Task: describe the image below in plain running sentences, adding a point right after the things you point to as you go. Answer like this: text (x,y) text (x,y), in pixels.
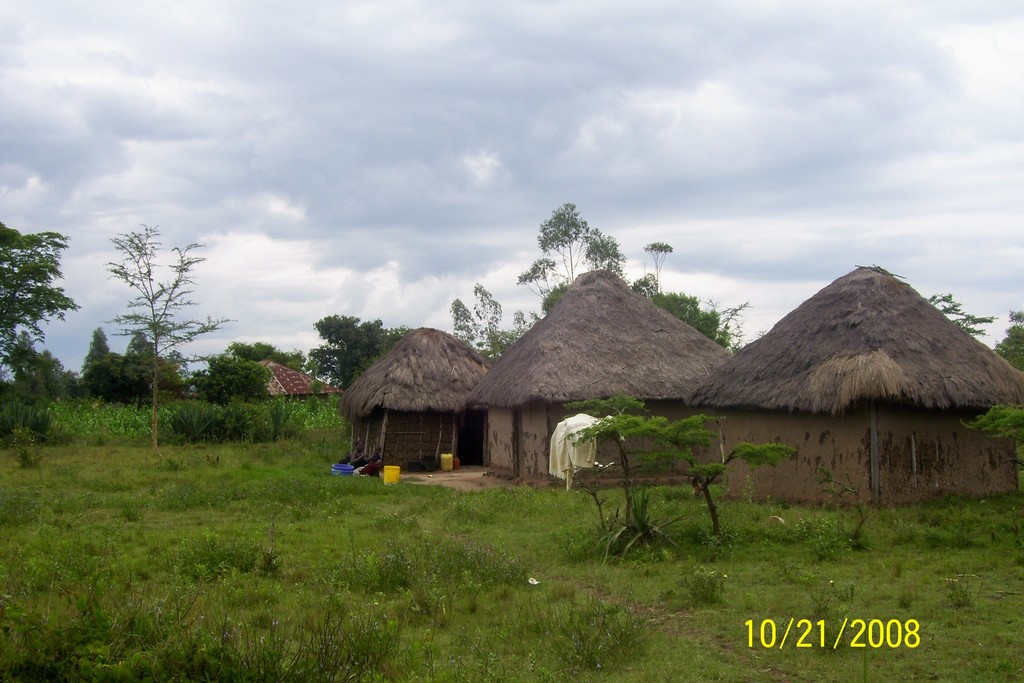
In the image I can see houses (763,427), plants (376,567), trees (675,451), the grass (383,517) and some other objects (387,480) on the ground (455,497). In the background (478,138) I can see the sky (438,116). On the bottom right corner of the image (824,622) I can see a watermark (806,631).
